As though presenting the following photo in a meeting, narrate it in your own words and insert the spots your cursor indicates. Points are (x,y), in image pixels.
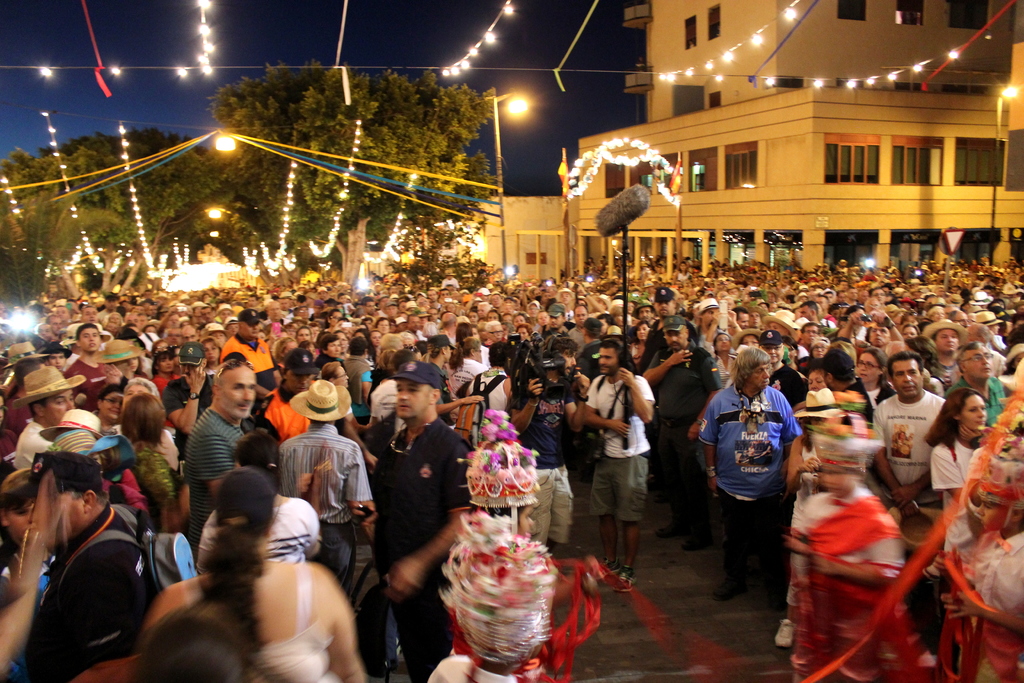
In the picture I can see a group of people (795,622) on the road (660,605). I can see the small decorative string lights (889,77) at the top of the picture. In the background (444,150), I can see the trees (286,104). I can see the building (927,114) on the right side (760,155) and there are glass windows (847,18) of the building (941,155). I can see three persons (515,646) in the costume (878,661) and they are at the bottom of the picture (518,593).
